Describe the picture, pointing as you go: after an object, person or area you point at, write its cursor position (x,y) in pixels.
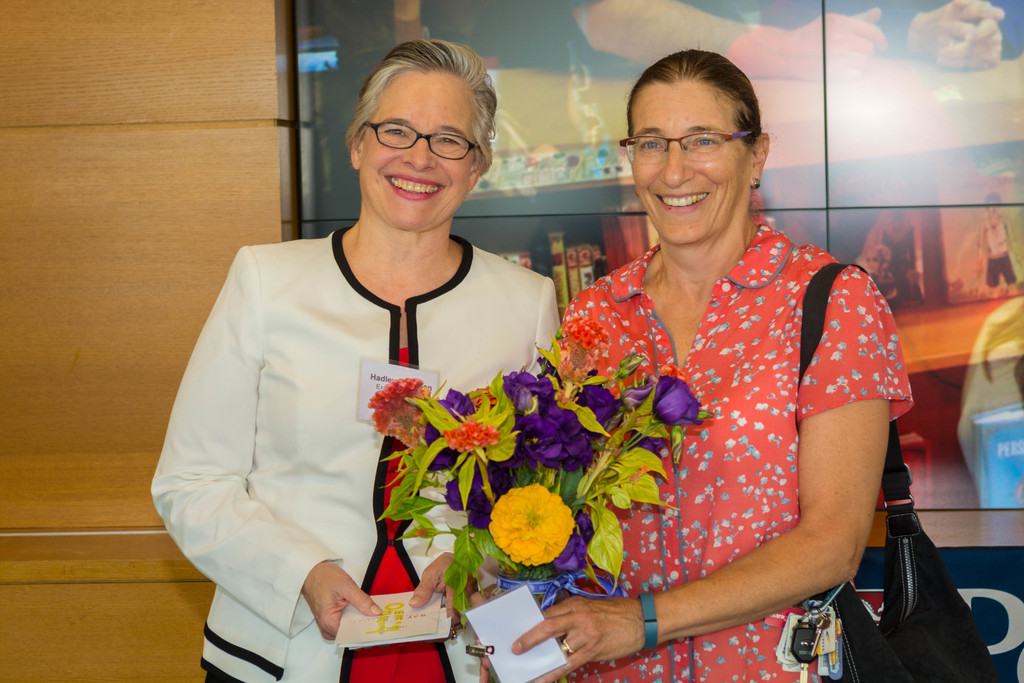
In this picture there is a woman (442,114) who is wearing spectacle (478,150) and white dress (284,409). Beside her we can see another woman (768,339) who is in red dress (724,537). Both of them holding a card (479,624) and she is holding a bouquet (620,535). In the back (930,244) we can see banner (787,52). On the left (48,210) there is a wooden wall (38,366).
